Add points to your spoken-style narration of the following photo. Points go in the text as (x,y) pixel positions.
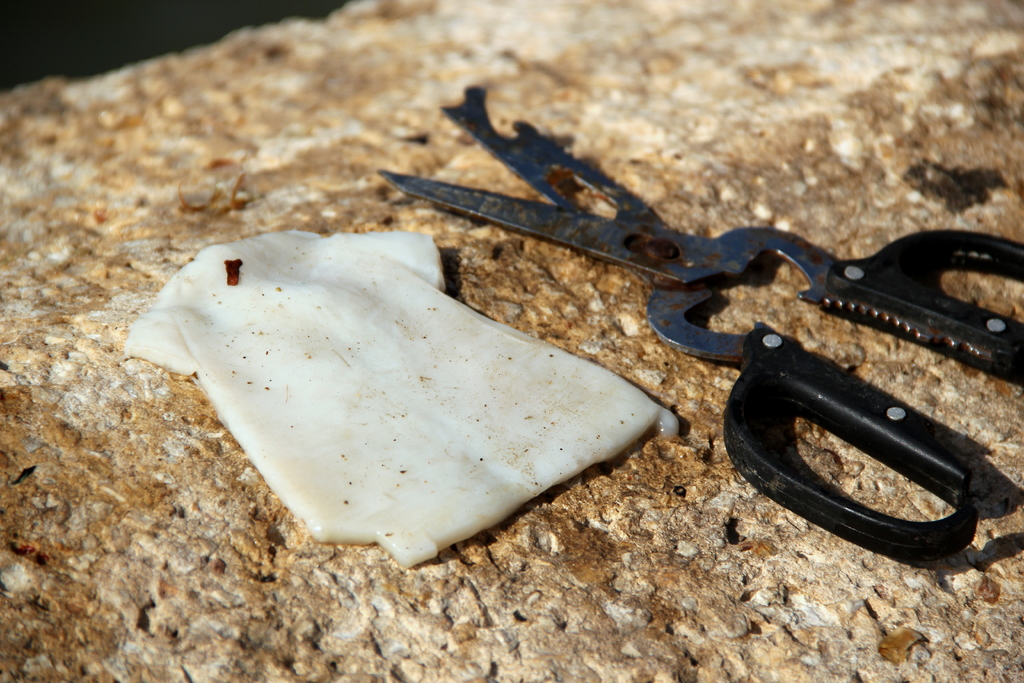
In this image we can see there is an object (407,390) and a scissor (527,221) on the surface (848,169).
